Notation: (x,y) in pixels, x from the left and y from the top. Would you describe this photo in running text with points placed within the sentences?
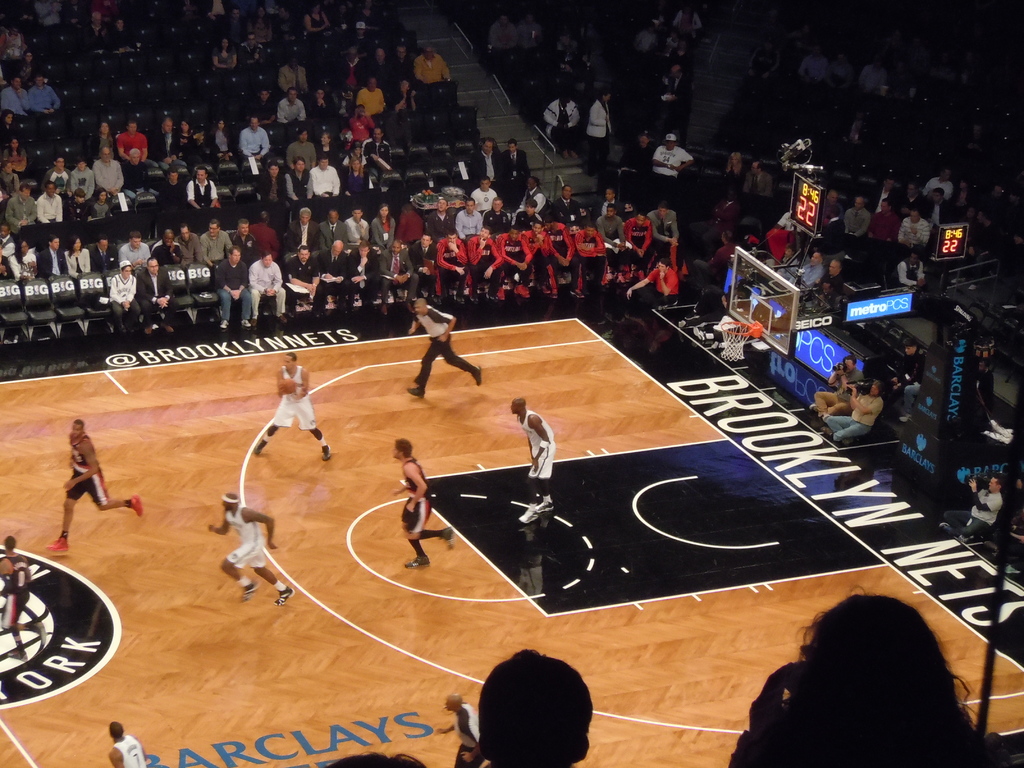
In this image I can see people (660,295) among them some are sitting on chairs (412,164) and some are standing. Here I can see some people (223,533) are running. This man (285,416) is holding a ball (293,388). Here I can see a net (734,339) and a board (764,318).
